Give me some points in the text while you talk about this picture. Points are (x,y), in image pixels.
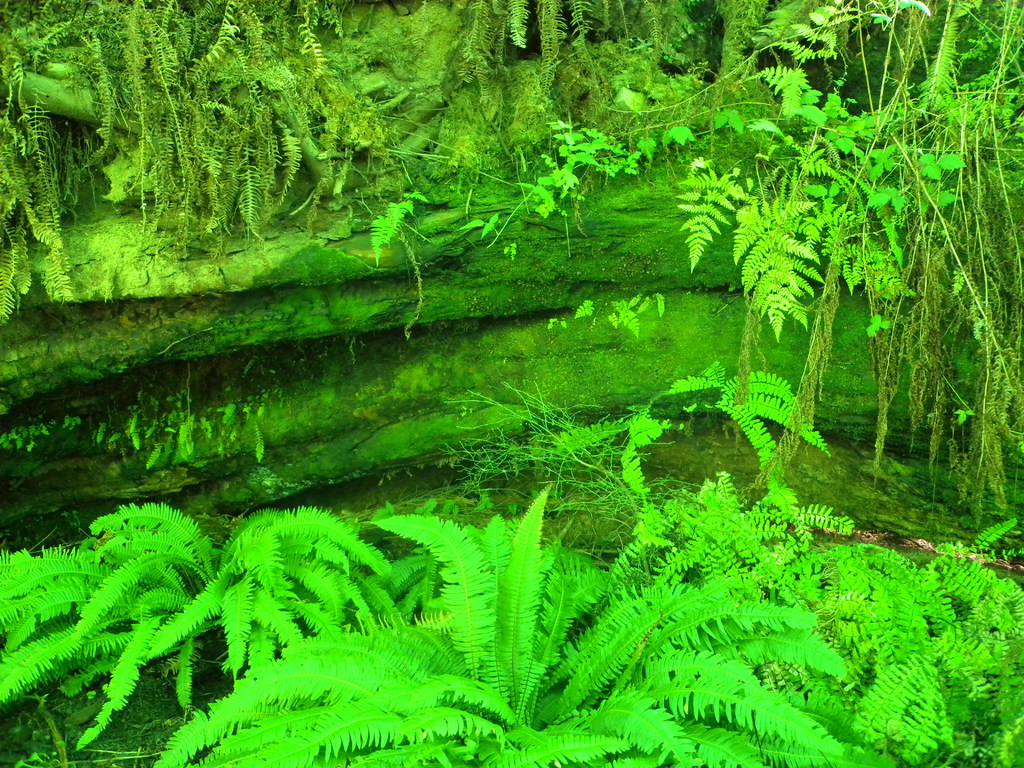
This is an edited image. At the bottom (440,542), we see the ferns (783,571). In the background (441,263), we see the rock (382,284) and the plants (323,113).
